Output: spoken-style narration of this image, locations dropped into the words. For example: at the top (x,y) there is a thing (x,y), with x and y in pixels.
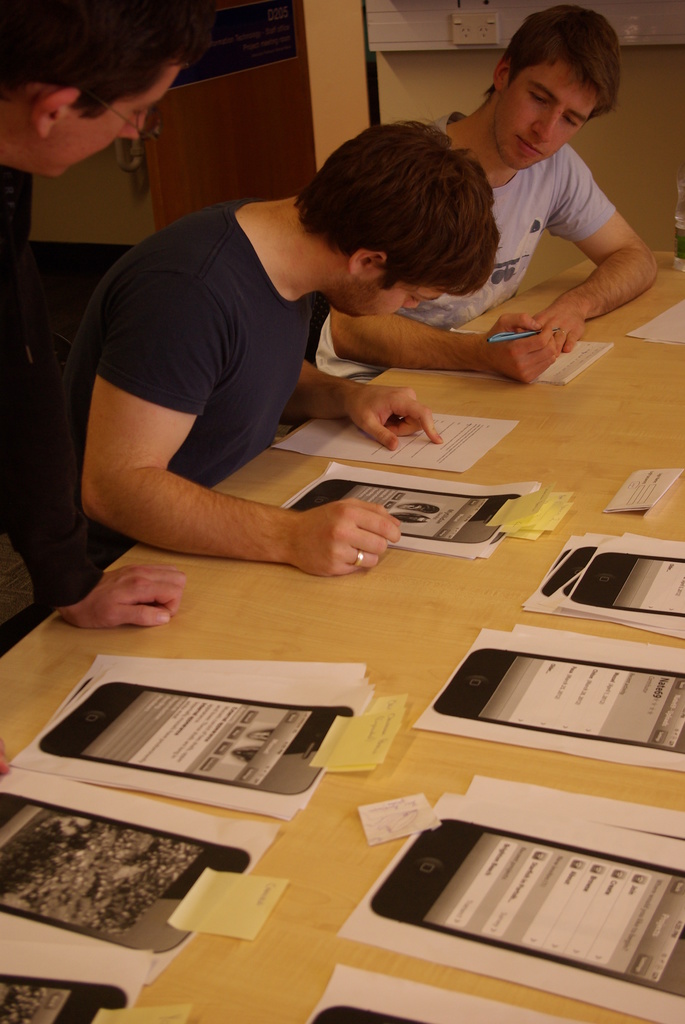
In this image there are group of persons (337,188). Two persons (272,296) are sitting in front of a table (230,587) and one person (15,112) is standing. On the table (306,865) there are group of papers (293,728) placed on it.
